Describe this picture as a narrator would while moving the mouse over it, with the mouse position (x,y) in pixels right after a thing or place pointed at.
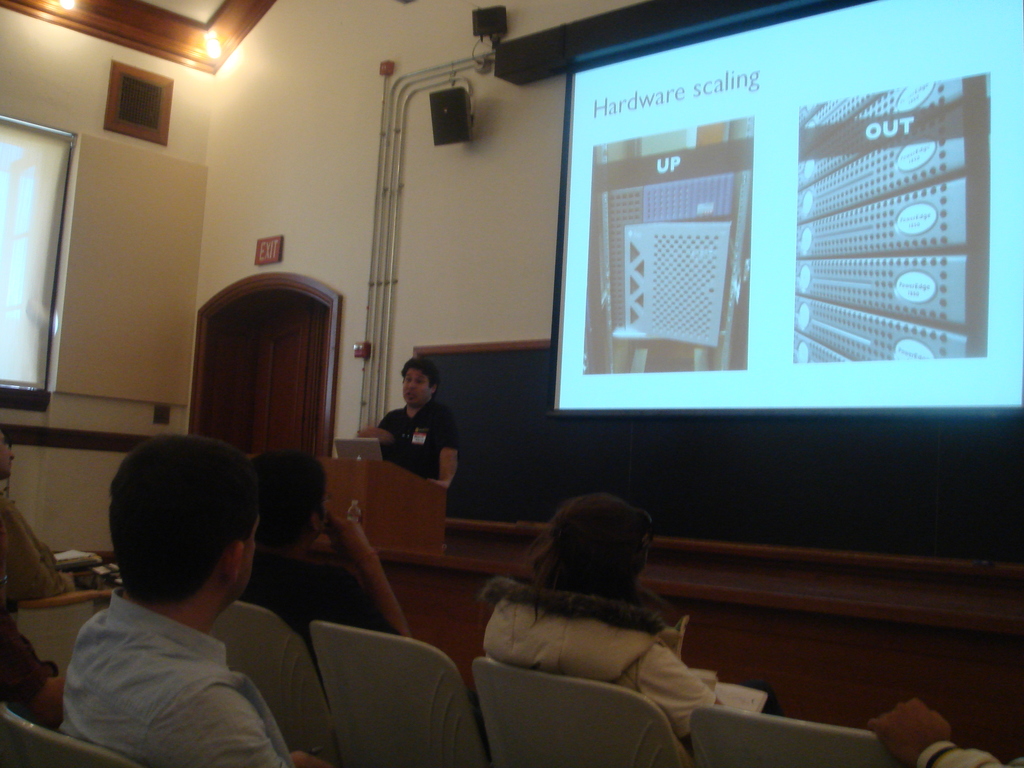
In the image I can see some people (627,529) sitting in front of the projector screen (782,262) and to the side there is a person (423,380) who is standing in front of the desk (369,509) on which there is a laptop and around there are some speakers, boards (479,449) and some lights (217,38).
